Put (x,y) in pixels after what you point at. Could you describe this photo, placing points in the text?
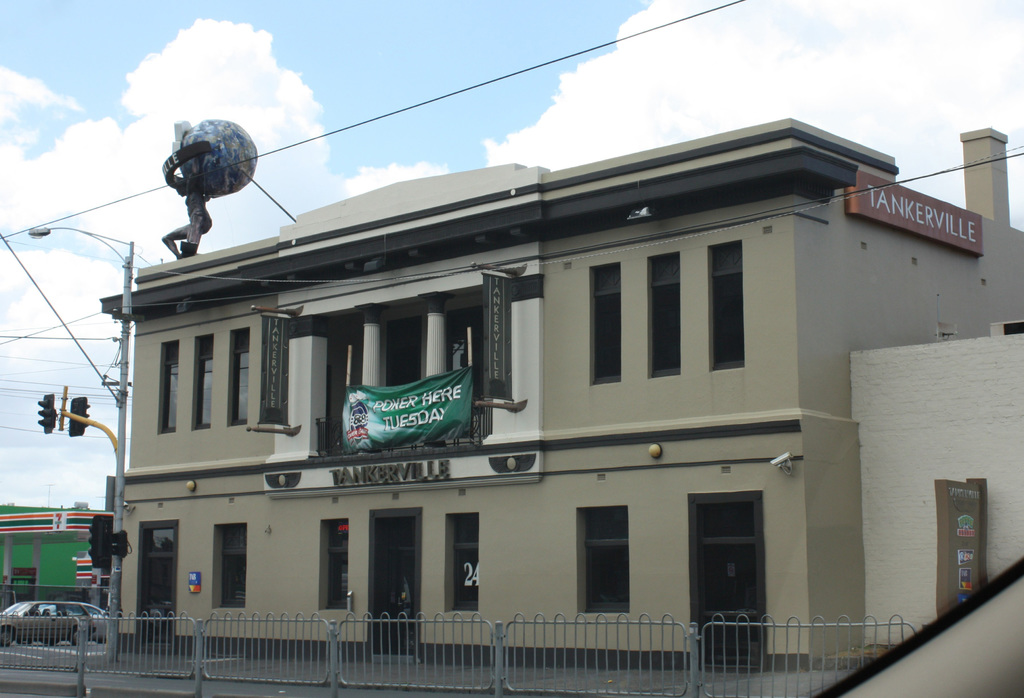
In this image there is a building (421,502) with glass windows (327,526) and wooden doors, on the building (435,453) there is a banner (434,386) and a nameplate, in front of the building (620,404) there is a metal fence (389,655), in front of the building (126,573) there is a traffic light pole (96,545) and a lamp post (112,590), beside the building (130,586) there are other buildings (67,592) and there are cars (50,626), at the top of the image (245,226) there are cables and there are clouds (249,72) in the sky (449,122).
